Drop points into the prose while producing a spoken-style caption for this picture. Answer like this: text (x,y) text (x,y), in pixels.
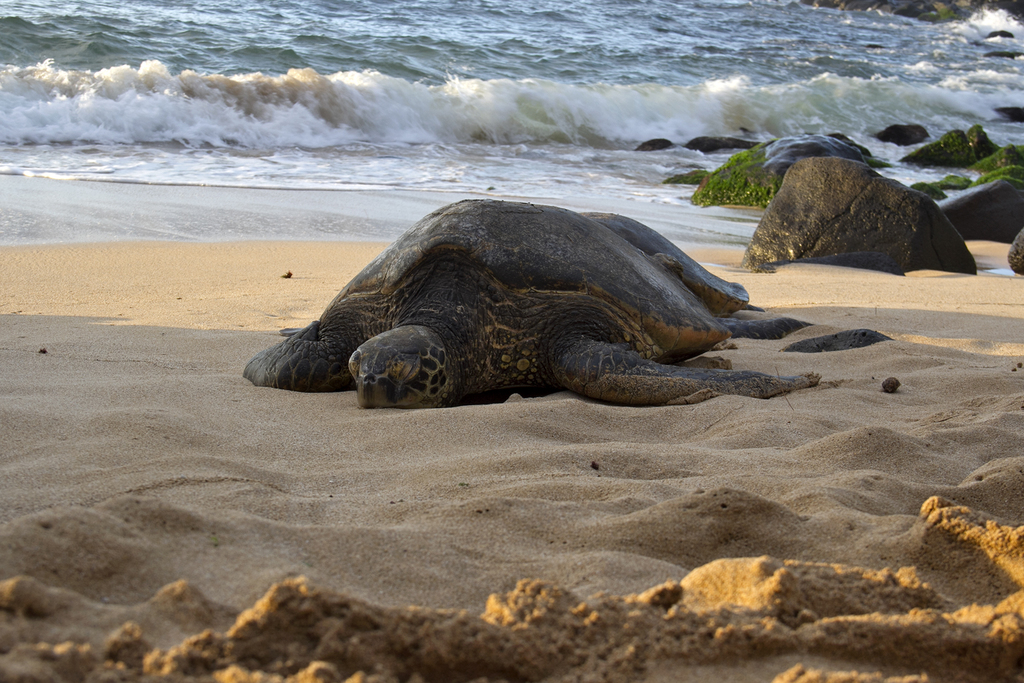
In this image we can see tortoises (503,376) and stones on the sand (535,436). In the background (511,112) we can see the water (552,121).
